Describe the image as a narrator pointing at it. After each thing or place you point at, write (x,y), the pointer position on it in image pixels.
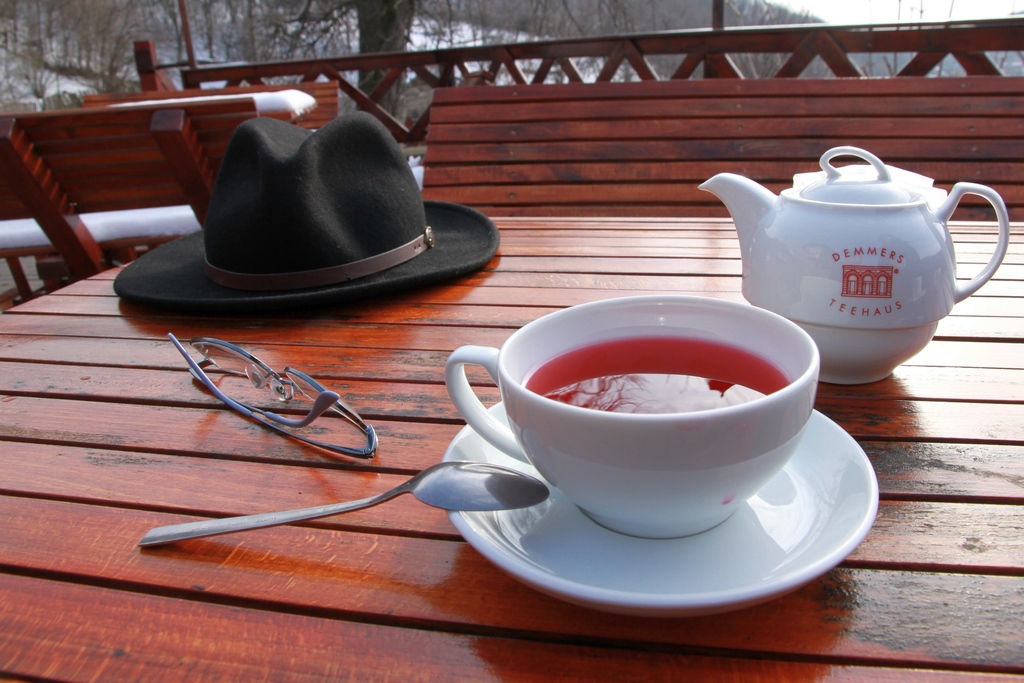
In the picture we can see a table (436,348), on the table (623,285) we can see a glasses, hat (207,273), cup (788,367) and saucers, teapot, and spoon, background (811,129) we can find a bench (822,123), railing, trees (100,73), sky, and snow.
